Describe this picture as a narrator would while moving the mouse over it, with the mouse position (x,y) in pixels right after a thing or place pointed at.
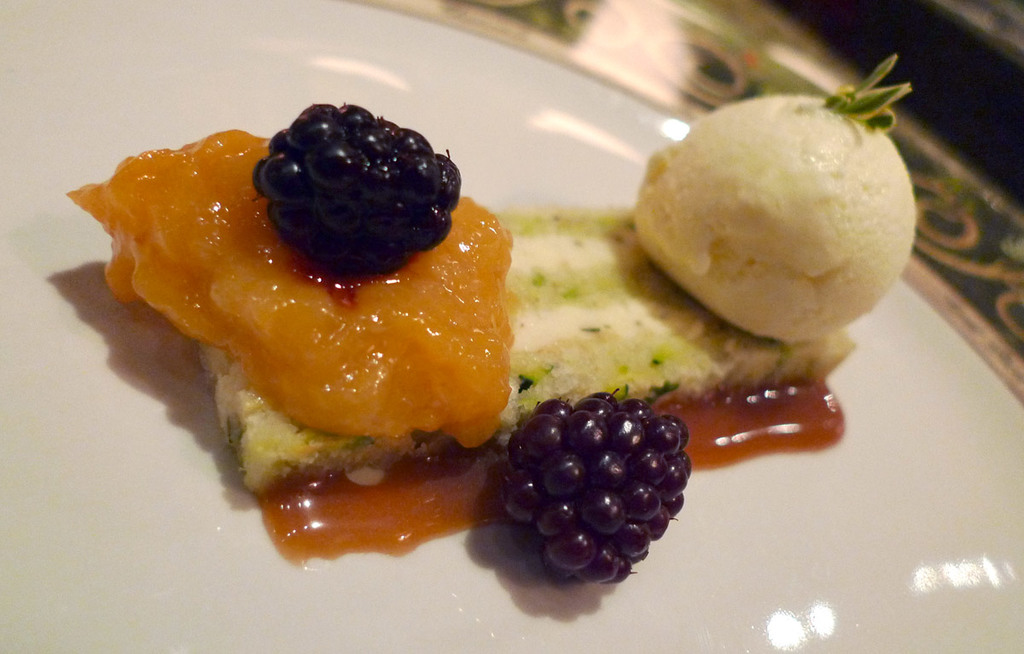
In this image we can see some food (562,471) in the plate (475,183) and the background is blurred.
